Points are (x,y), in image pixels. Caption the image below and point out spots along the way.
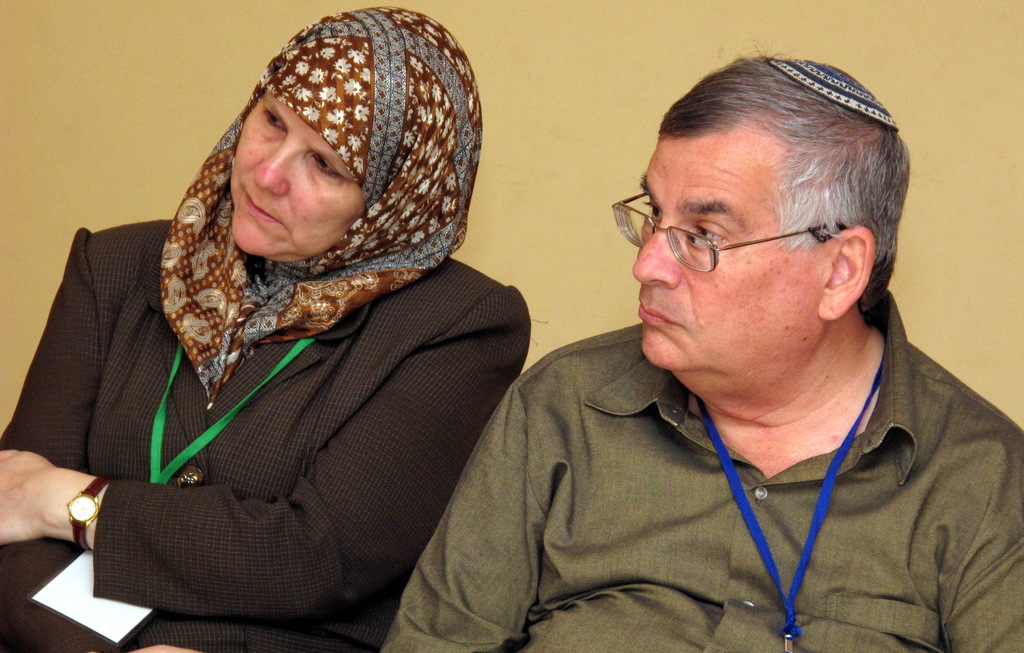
In this image in front (521,507) there are two persons (537,507). Behind them there is a wall (577,101).
